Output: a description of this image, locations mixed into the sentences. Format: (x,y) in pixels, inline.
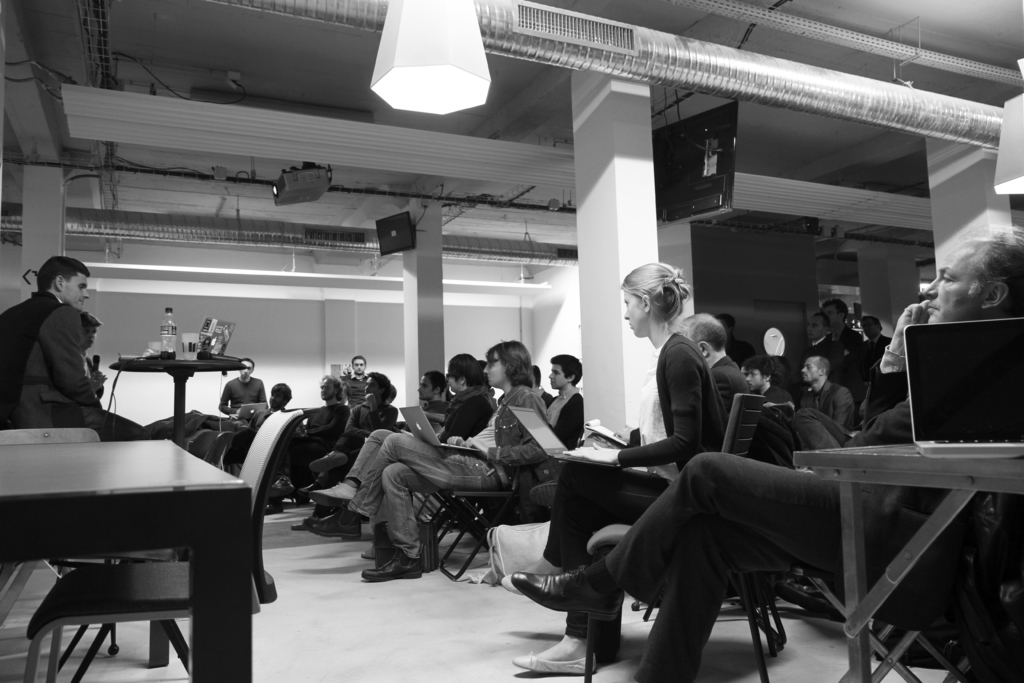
As we can see in the image there is a white color wall (274,326), projector (297,200), few people (569,489) sitting on chairs (605,524) and a laptop (222,341), table (138,444) and there is a glass (196,349) and bottle (170,334).
